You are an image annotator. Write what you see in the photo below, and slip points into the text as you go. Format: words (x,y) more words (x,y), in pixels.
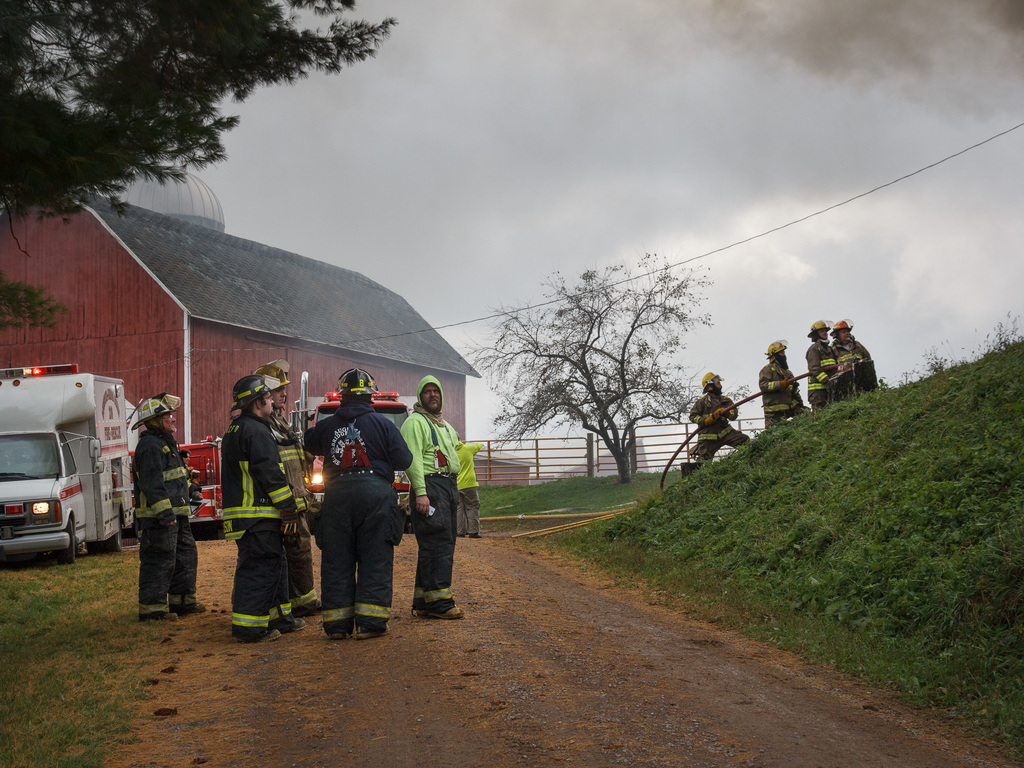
Here in this picture we can see groups of people (389,460) standing over a place (319,554) with fire suits (332,479) on them and we can also see helmets (141,423) on them, the group (783,396) present on the right side (719,412) is holding a pipe (733,406) in their hand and we can see grass (787,515) present on the ground (486,544) all over there, behind them we can see a truck (38,393) present over there and we can also see a shed (143,383) present and in the middle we can see a railing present and we can see trees (554,391) present here and there and we can also see clouds (471,213) in the sky (395,200).
